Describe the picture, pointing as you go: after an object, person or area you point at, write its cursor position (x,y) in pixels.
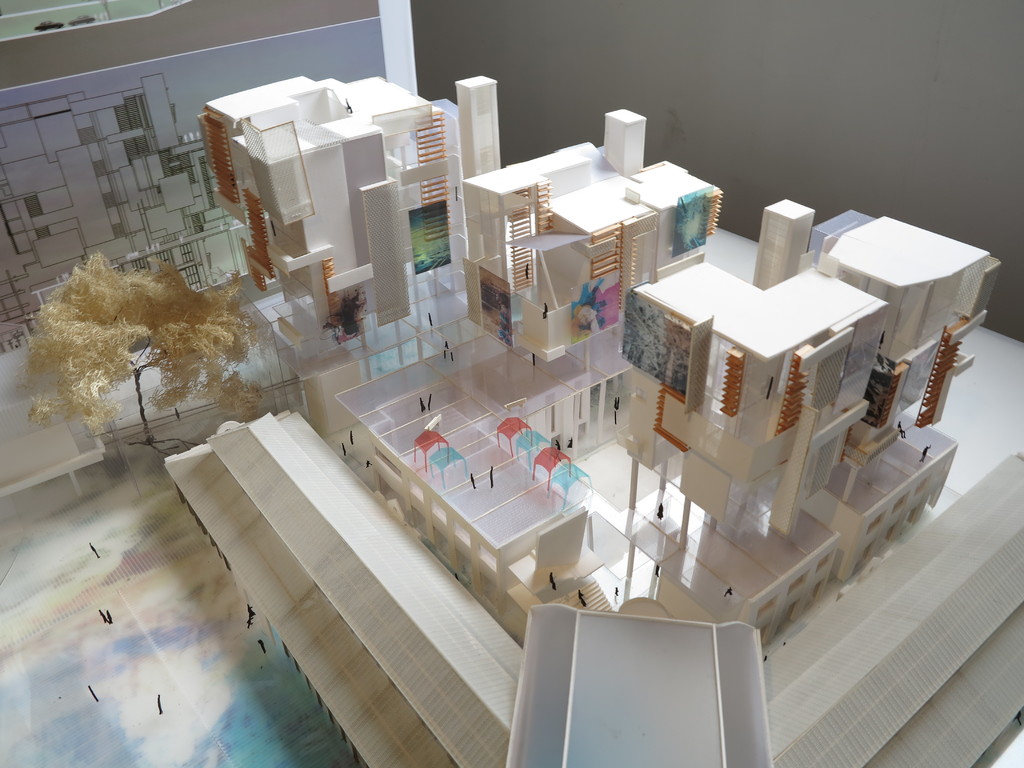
In this picture I can see the model (604,165) of the buildings (528,502), chairs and other objects (498,332). On the left (153,142) I can see the design (78,157) in the paper (104,189) which is placed on the wall (1016,265).
